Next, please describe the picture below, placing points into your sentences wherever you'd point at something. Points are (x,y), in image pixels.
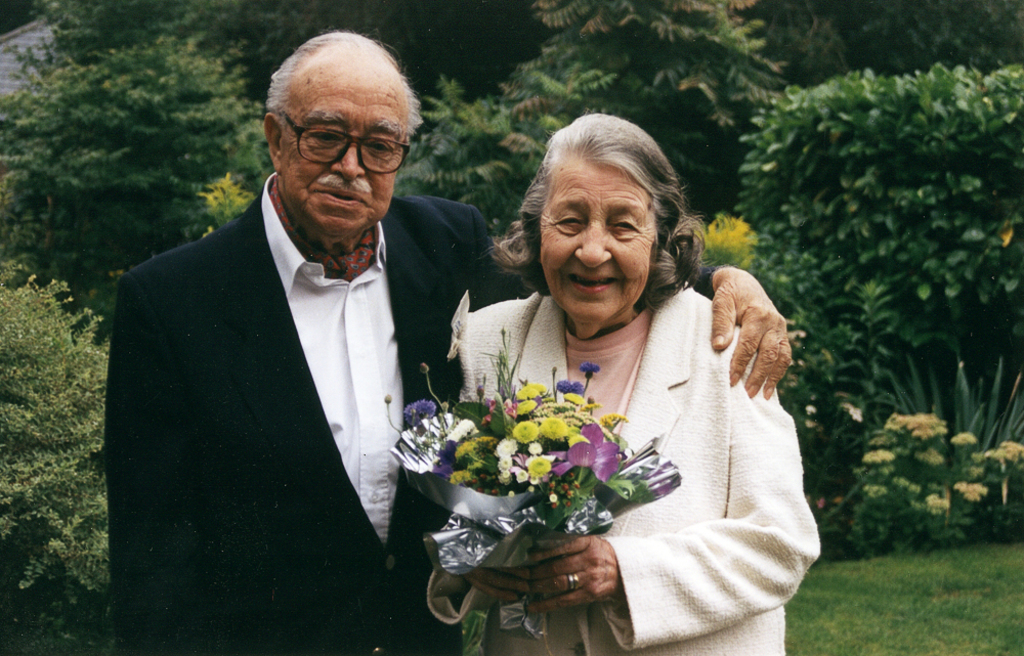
In the center of the image (362,328) there is a man (238,413) and woman (661,341) holding a bouquet (488,480). In the background (873,197) we can see trees (596,74), plants (896,277) and flowers (939,461).
